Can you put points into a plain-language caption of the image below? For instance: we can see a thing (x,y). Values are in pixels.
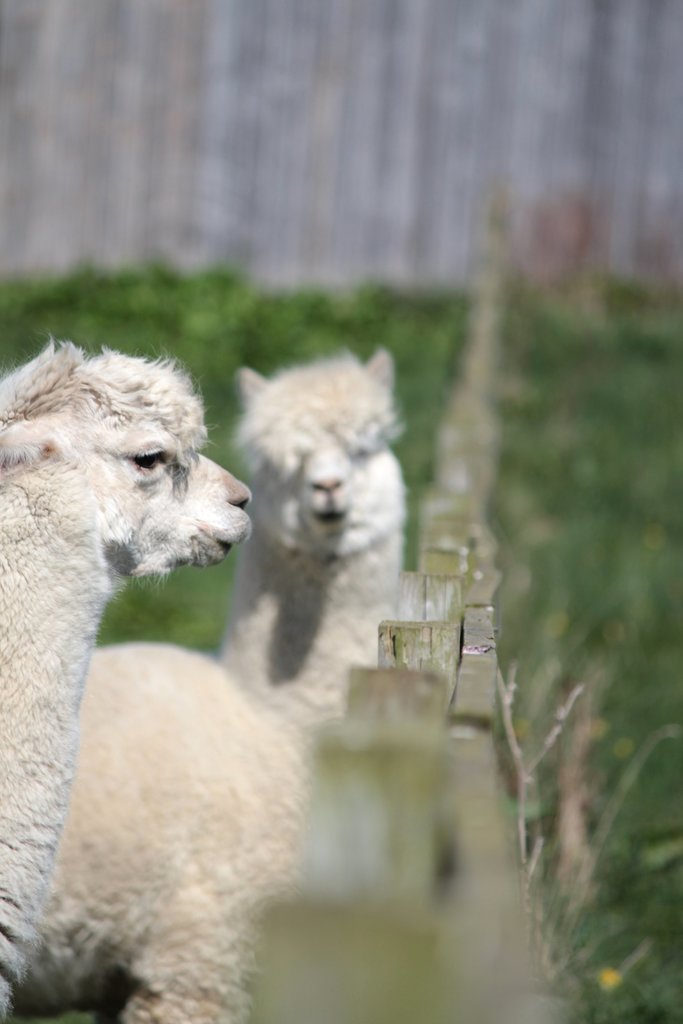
There are alpacas (261,659) in white color near a wooden fencing (313,902). In the background (579,484), there are plants (634,417). And the background (660,429) is blurred.
